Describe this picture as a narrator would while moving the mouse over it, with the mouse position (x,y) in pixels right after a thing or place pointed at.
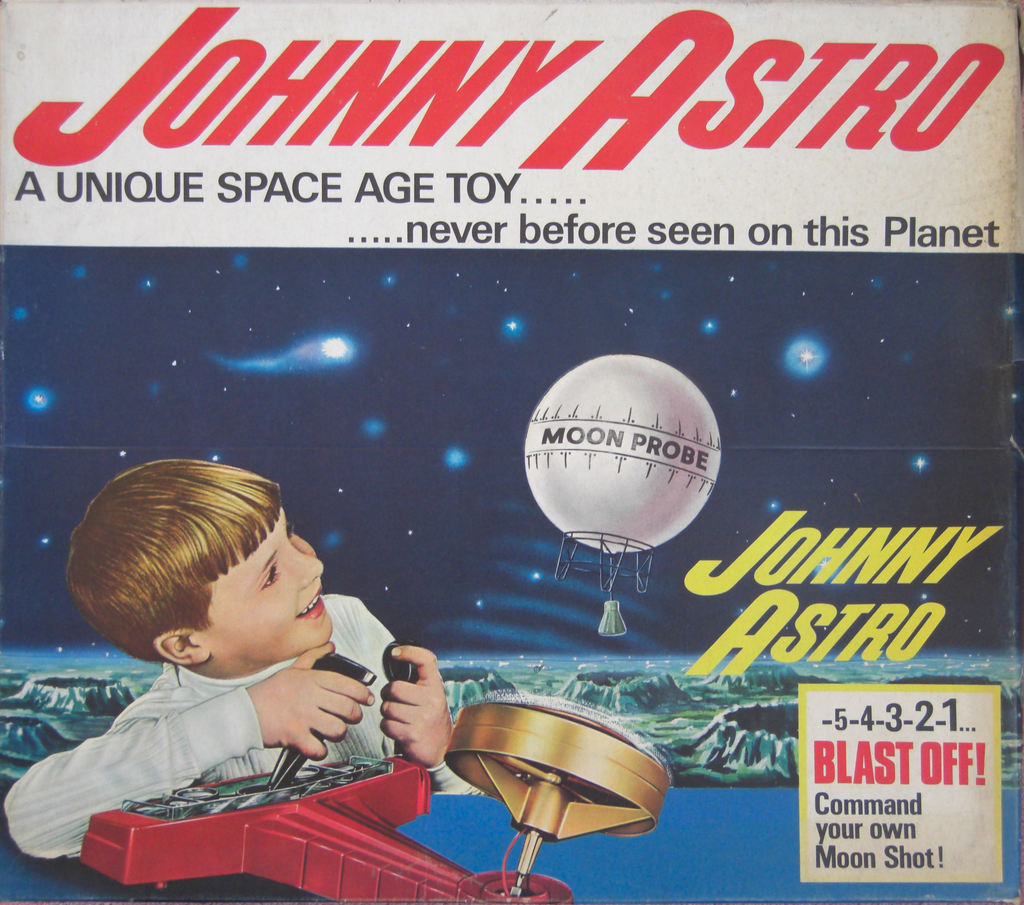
It is a poster. In this poster, we can see kid (338,739), some text (633,453), few objects (144,809), stars (533,575).
